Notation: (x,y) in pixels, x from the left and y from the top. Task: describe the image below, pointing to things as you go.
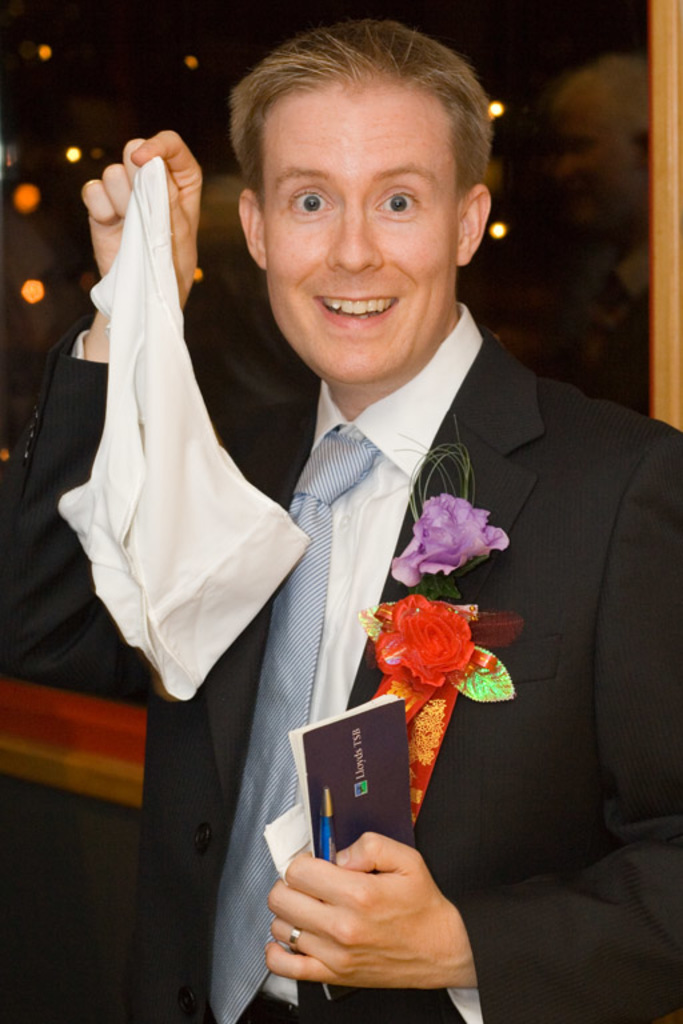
In this image I can see a person (361,509) wearing white shirt (361,528), tie (342,486) and black blazer (583,679) is standing and holding a pen (327,839), a book (351,818) and a white colored cloth (139,409) in his hands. In the background (198,347) I can see a black colored glass (585,292) in which I can see the reflection (594,187) of a person (592,268).
